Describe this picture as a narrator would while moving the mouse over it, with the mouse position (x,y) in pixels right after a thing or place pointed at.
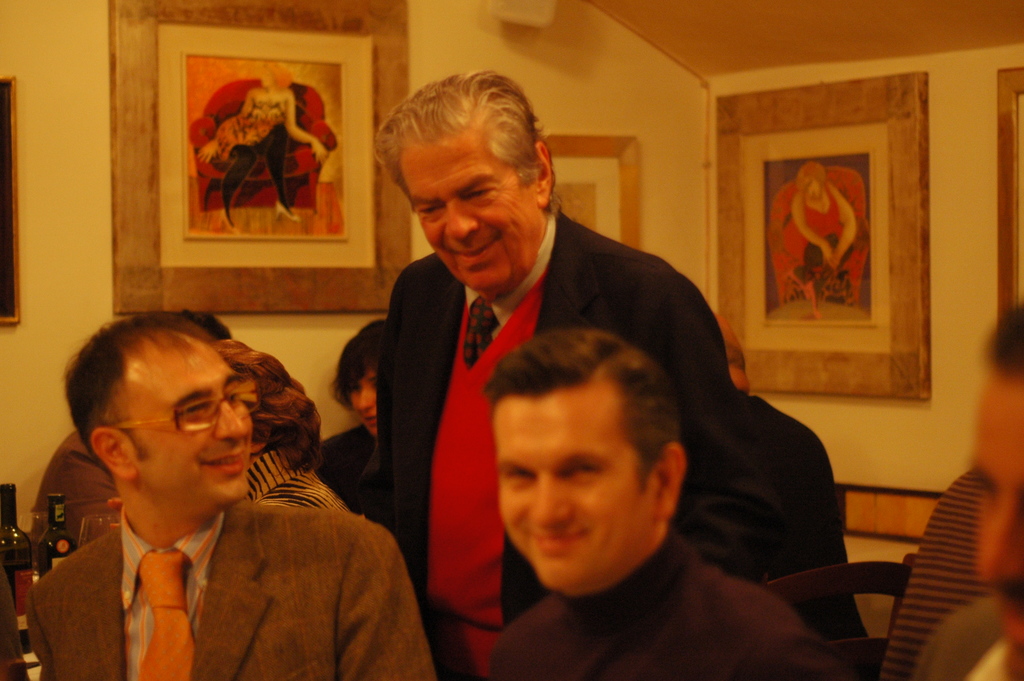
In the foreground of this image (707,592), there are three people (818,638) sitting and a man (432,318) standing behind them. In the background (371,412), there are three people (266,422), few bottles (52,542) and few frames (816,186) on the wall (952,176).
